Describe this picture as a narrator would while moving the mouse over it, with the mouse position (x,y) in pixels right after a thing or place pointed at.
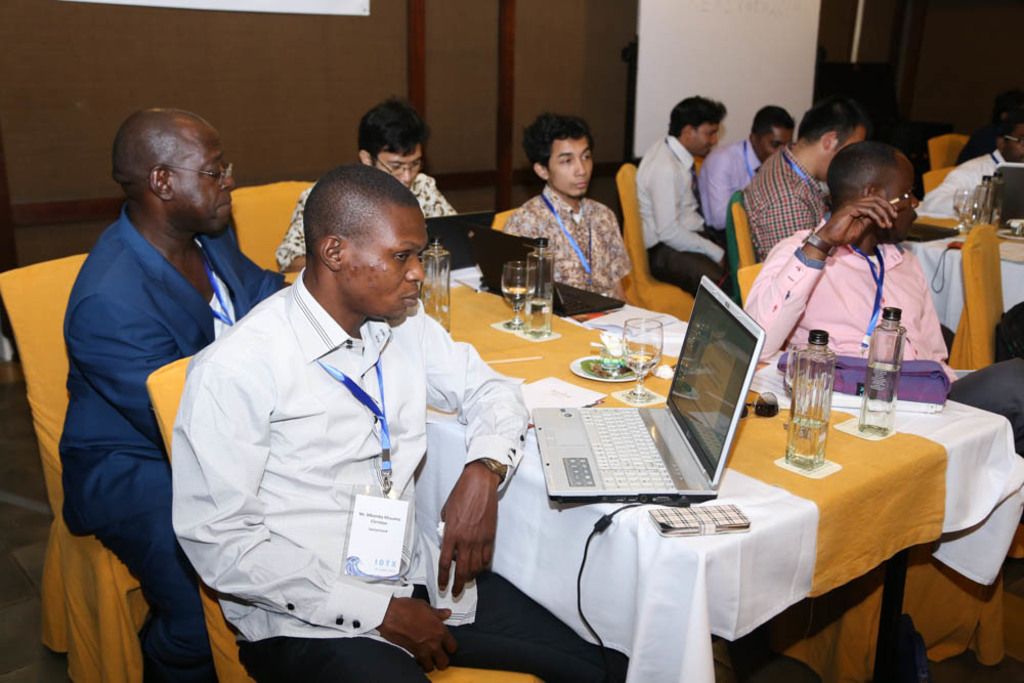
In the picture we can see some people (660,230) are sitting on the chairs (58,544) near the tables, on the table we can see a laptop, glasses (519,279), plate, food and bottles (538,285), with table cloth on it, in the background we can see a wall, a pillar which is white in color and all the men (680,277) who are sitting are wearing a blue tag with ID cards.
